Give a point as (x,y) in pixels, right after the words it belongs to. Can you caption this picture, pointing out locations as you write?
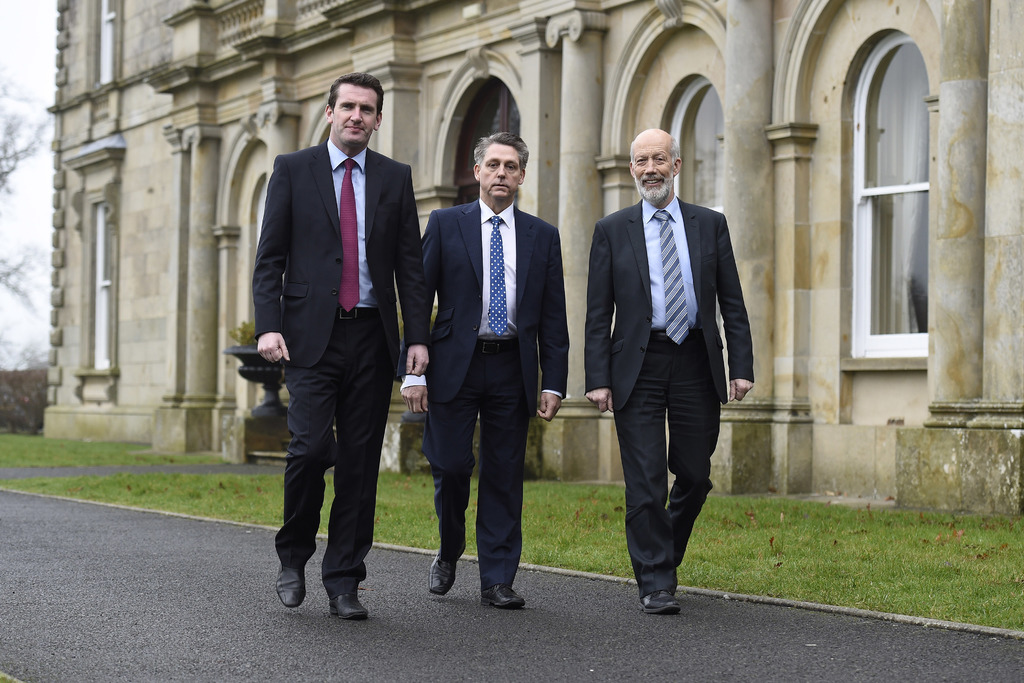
In this image, we can see persons (392,292) in front of the building (457,76). There is a road (410,597) at the bottom of the image (596,634). There is a grass (611,509) on the ground (800,551).
